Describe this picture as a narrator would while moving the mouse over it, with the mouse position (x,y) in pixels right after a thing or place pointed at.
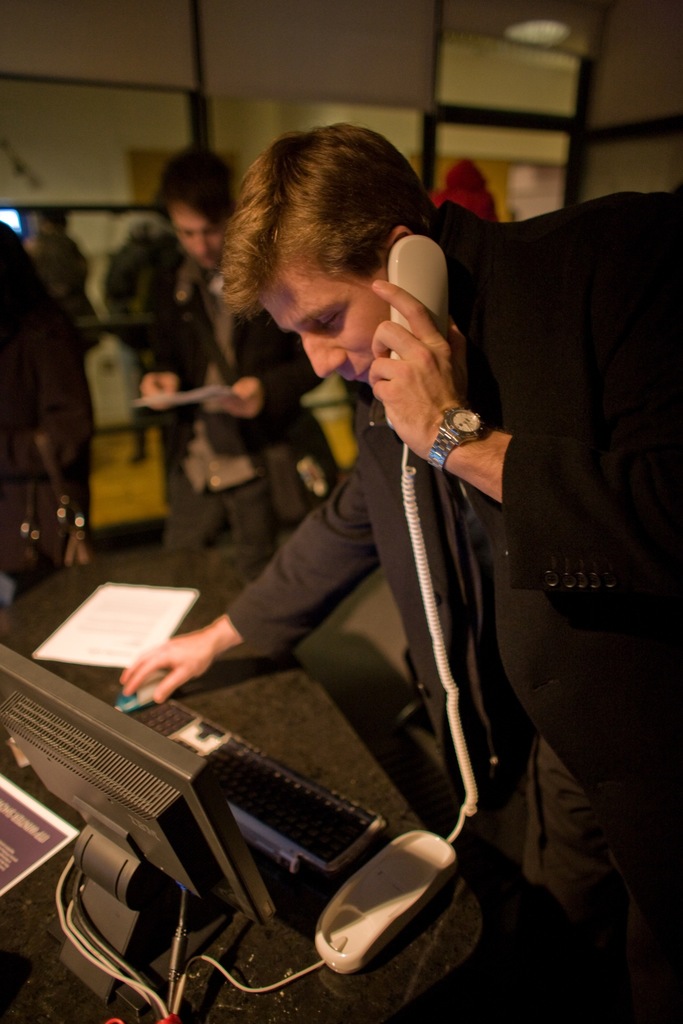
A man (479,313) is standing at the right (559,497) wearing a black suit (517,579) and a silver chain watch (460,426). He is holding a white telephone (413,264) and at the left (20,787) there is a table (398,966) on which there is a monitor (152,810), keyboard (296,836), a mouse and papers (62,829). There are other people (60,440) at the back (96,423) and the background (10,405) is blurred.
